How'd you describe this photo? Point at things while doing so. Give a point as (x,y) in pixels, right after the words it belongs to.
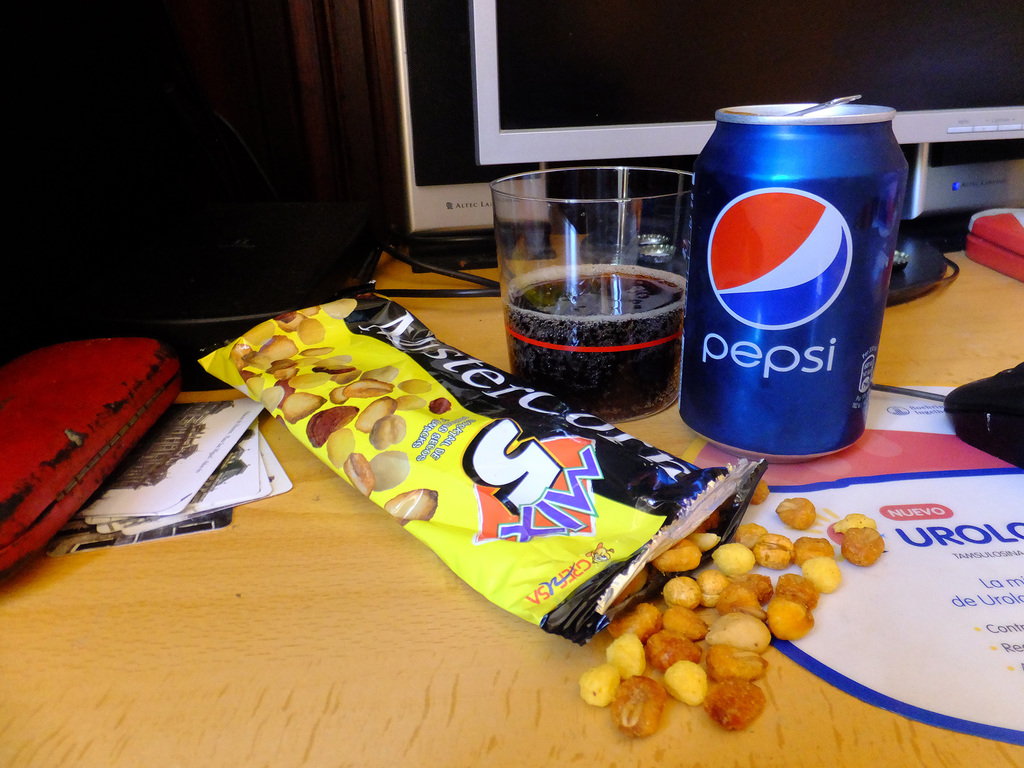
In this image I can see the food (729,605), tin (757,293) and the glass (549,226) on the table (31,640) and I can also see the system (676,107) and few objects (279,493).
